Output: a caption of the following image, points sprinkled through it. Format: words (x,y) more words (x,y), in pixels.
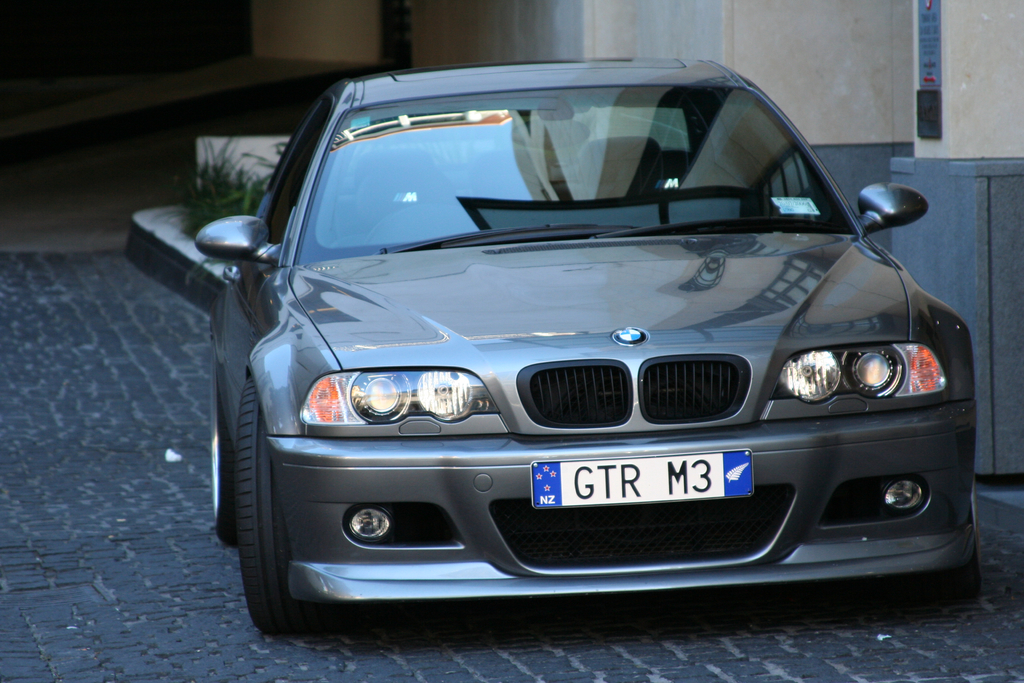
In this picture we can see a grey color car (553,285) which is parked near to the wall (914,254). In the background (955,261) we can see the building (186,96). On the left (208,198) we can see the plants (200,211).
